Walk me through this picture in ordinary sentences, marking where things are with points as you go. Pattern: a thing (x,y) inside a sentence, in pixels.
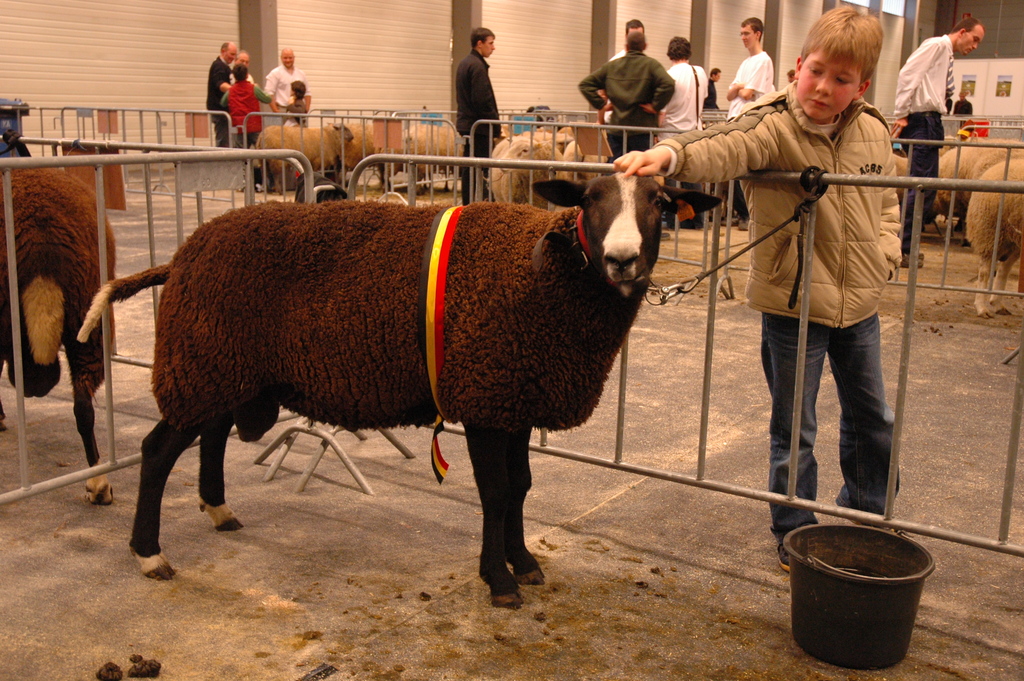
In this image there is a brown color sheep (404,352) in the middle (493,341). There is a fence (398,196) around it. On the right side (763,131) there is a boy (825,144) standing on the floor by keeping his hand (662,158) on the sheep (620,184). In the background (346,122) there are so many sheep's (444,126) which are kept in the cages (508,123). There are few people (467,70) standing on the floor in between them. In the background (278,31) there is a wall (378,14). At the bottom (859,585) there is a bucket (871,590).
